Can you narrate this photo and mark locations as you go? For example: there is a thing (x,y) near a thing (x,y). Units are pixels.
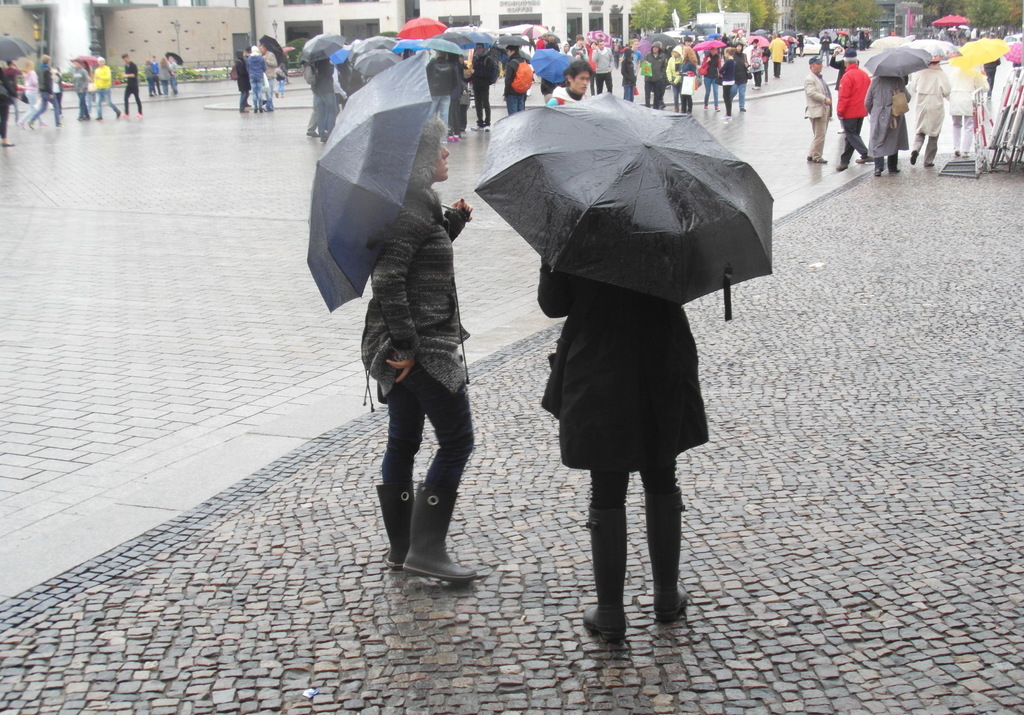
This picture is clicked outside the city. The woman (627,438) in black dress (599,339) and a woman (408,269) in grey jacket (412,305) is holding umbrellas (379,197) in their hands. In front of them, we see people (849,86) holding umbrellas (559,61) in their hands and walking on the road (795,194). In the background (538,16), there are trees (829,18) and buildings (886,17). We see a white car (802,45) is moving on the road (766,162).
